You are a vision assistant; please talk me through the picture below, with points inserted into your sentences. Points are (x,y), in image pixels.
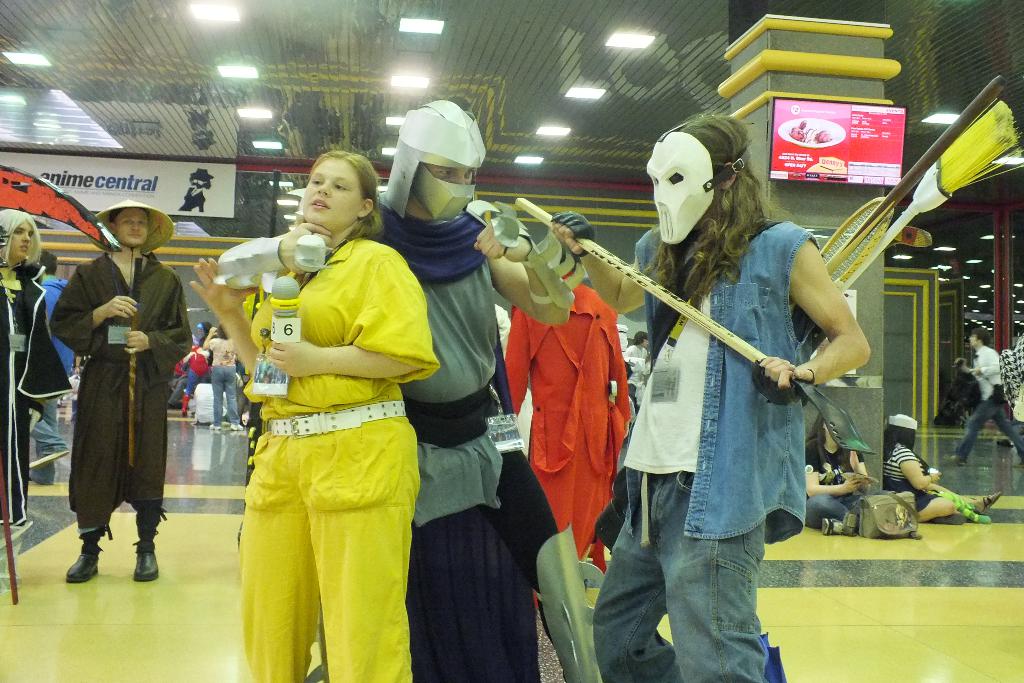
In this picture we can see a face mask (696,169), mic (279,331), helmet (437,132), hat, bag (865,514), television (792,168), pillar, banner (113,180), lights (408,29) and some objects (696,309) and a group of people (539,343) where some are sitting on the floor (832,544) and some are standing.
